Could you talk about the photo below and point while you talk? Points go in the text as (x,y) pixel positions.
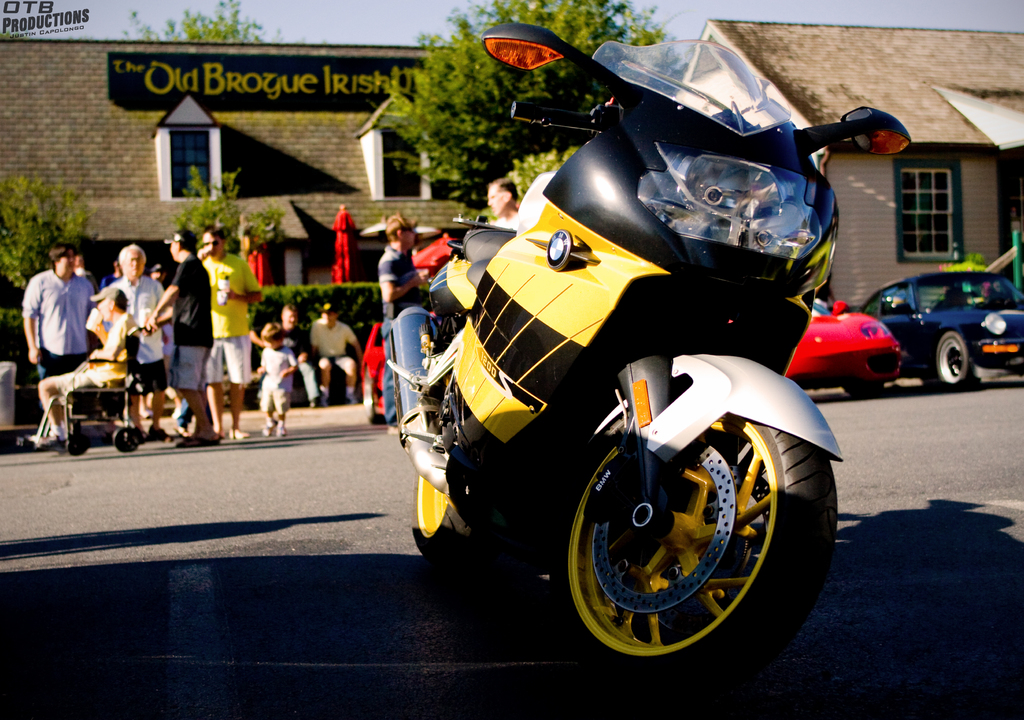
In this image in the front (546,380) there is a bike (524,336) which is black and yellow in colour. In the background (240,288) there are persons (232,280) standing and sitting and there are buildings (861,183), cars (924,304), trees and on the building (239,90) there is some text (255,90) written on it.
